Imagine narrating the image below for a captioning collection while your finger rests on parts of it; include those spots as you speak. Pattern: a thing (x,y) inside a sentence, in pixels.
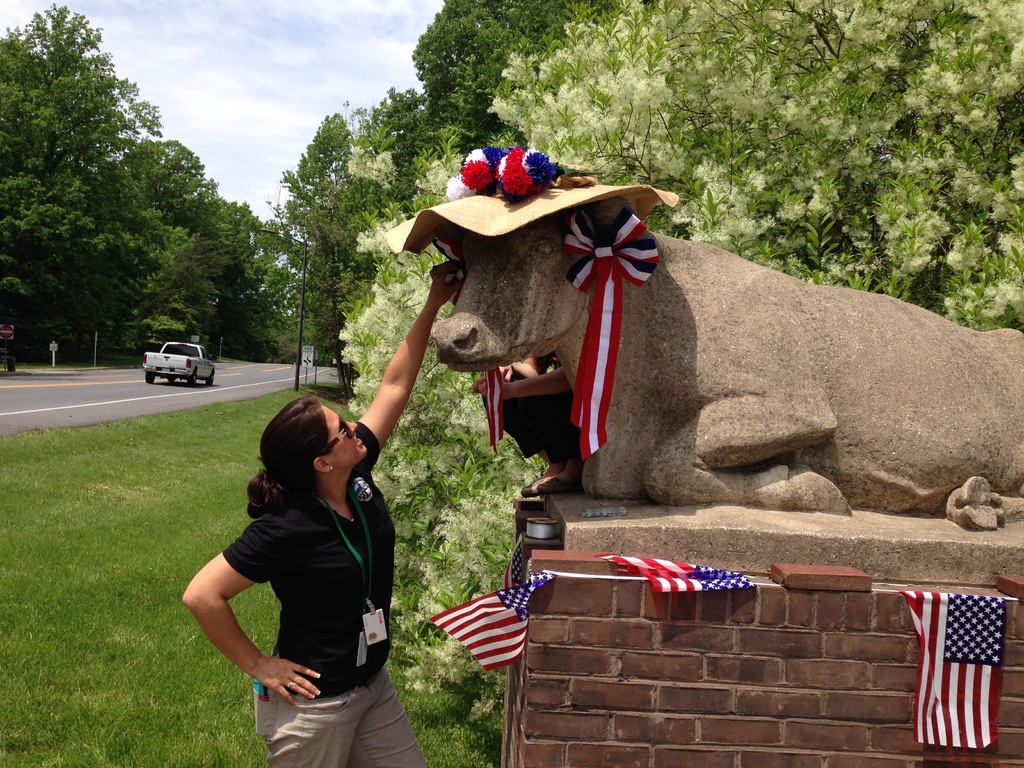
In this image I can see a person (317,631) standing wearing black shirt (313,618), brown pant (306,730). In front (800,397) I can see a statue (906,369) of an animal (533,284). Background (134,341) I can see trees (420,123) in green color, a vehicle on the road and sky (220,86) in blue and white color.
